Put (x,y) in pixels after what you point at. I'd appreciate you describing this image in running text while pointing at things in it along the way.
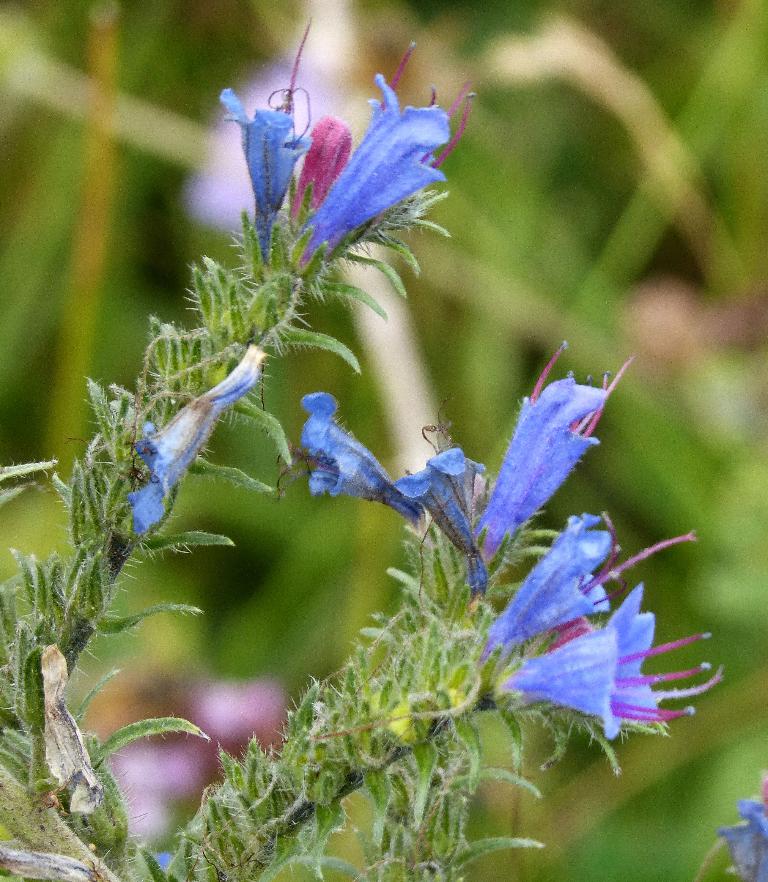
In the picture I can see flower plants (217,467). These flowers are blue in color. The background of the image (291,573) is blurred.
